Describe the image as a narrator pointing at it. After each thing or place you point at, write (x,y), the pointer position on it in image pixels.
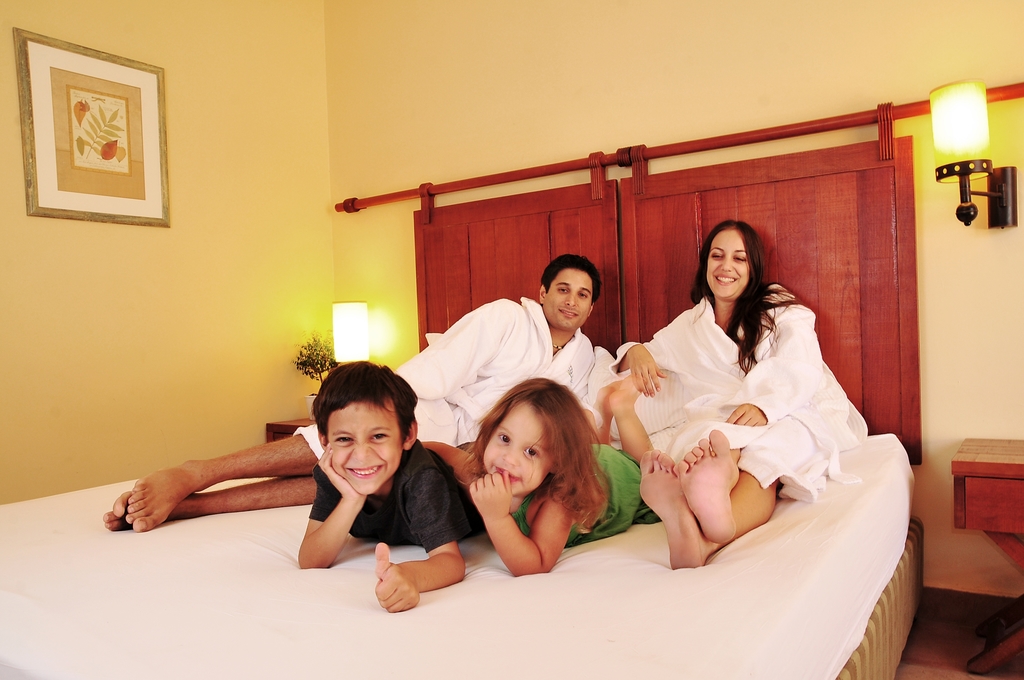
In this picture there is a family (513,380) sitting on a bed (714,604) women (689,428) is sitting here and the man (573,330) is lying on the bed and the two children (454,492) is playing in between them and there is a light (945,135) and there is a wall (618,57) to that wall (296,76) there is a photo frame (111,149).
